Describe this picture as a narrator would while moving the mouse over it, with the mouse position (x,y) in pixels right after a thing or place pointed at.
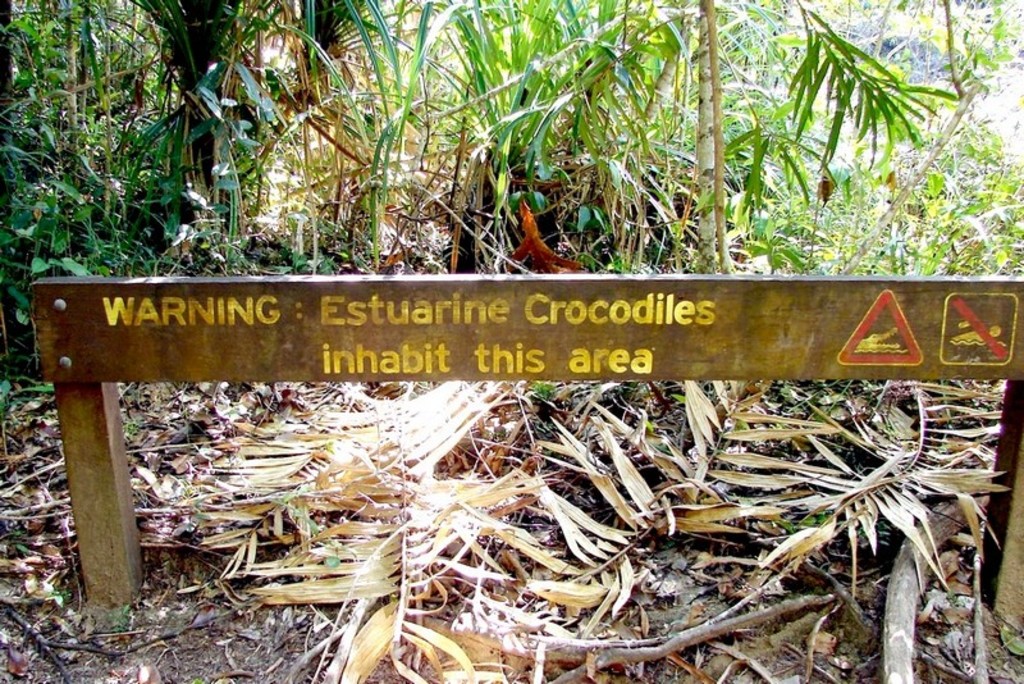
In this image there is a board (595,338) attached to the poles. Few dried leaves (487,535) are on the land (741,460). Background (121,159) there are few plants (580,139) having leaves (217,172).
